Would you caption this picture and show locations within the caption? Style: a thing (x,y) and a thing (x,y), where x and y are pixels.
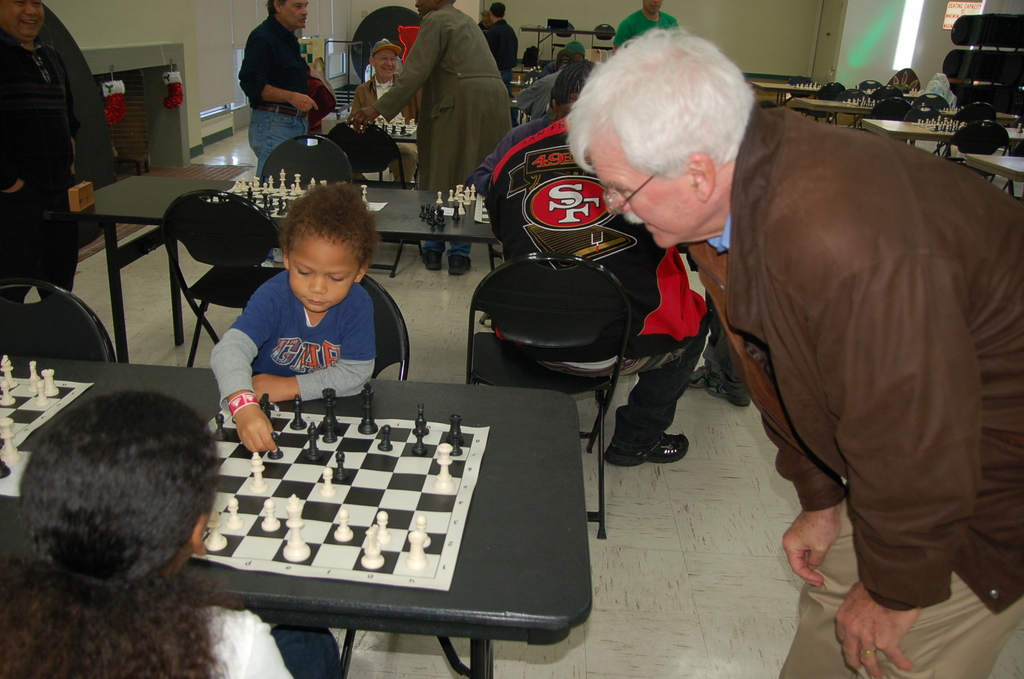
This kid (362,298) is sitting on a chair (396,328) and playing this chess (243,481). Some persons (506,204) are sitting on chairs (378,298) and few persons (488,120) are standing. In-front of them there are tables (447,222), on this tables (397,206) there are chess board (28,410) and coins (267,192). This man (963,413) wore brown jacket (844,392) and looking at this kid (303,309).
